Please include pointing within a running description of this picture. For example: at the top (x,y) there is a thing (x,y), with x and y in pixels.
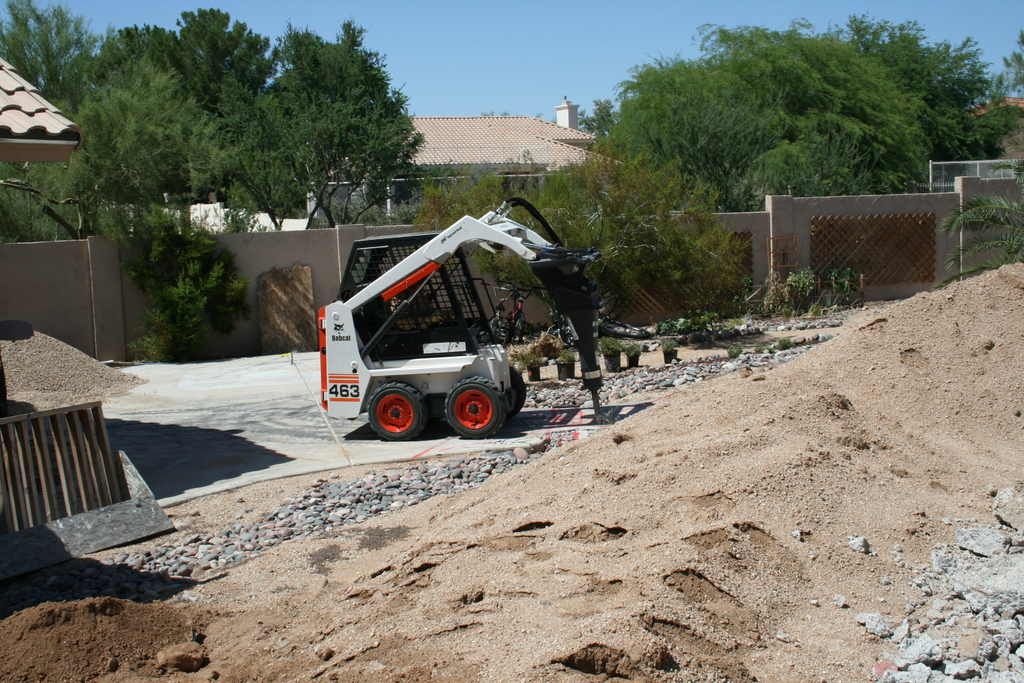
In this picture I can see a vehicle (356,379), there are plants (668,335), stones (638,370), there is sand (630,475), there is a wall (644,292), there is a house (499,166), there are trees (797,138), and in the background (508,88) there is sky (519,29).
